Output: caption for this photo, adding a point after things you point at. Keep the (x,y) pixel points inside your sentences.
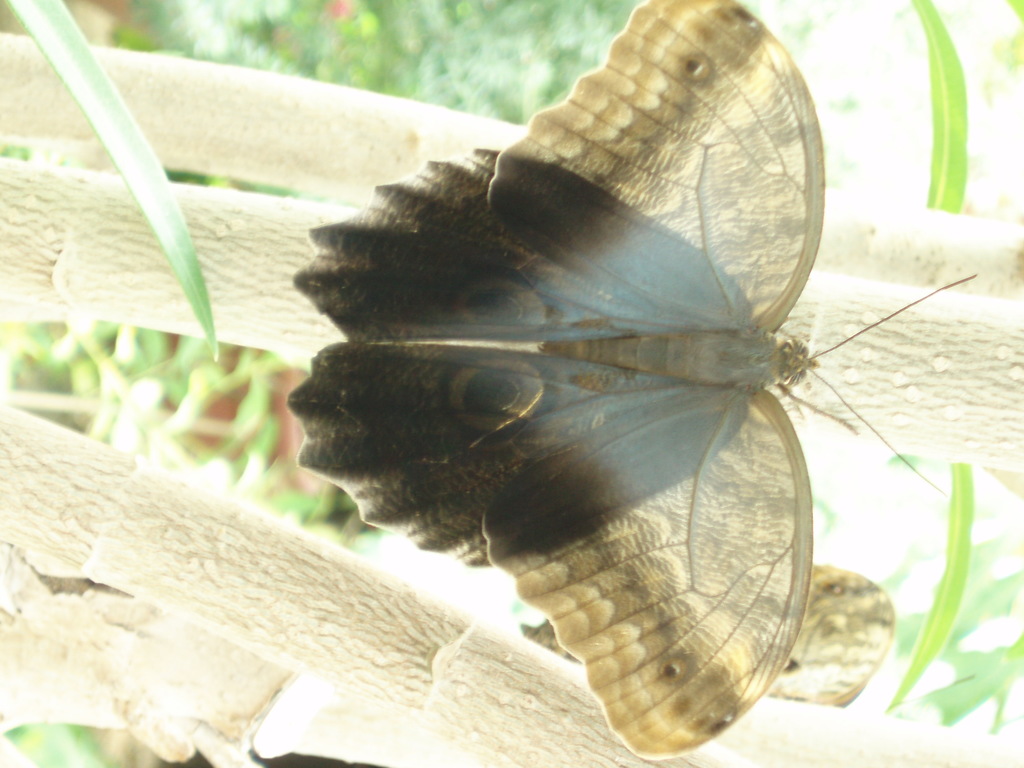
In this picture I can see a butterfly (336,443) on the branch (522,665), there are leaves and there is blur background (491,30).
